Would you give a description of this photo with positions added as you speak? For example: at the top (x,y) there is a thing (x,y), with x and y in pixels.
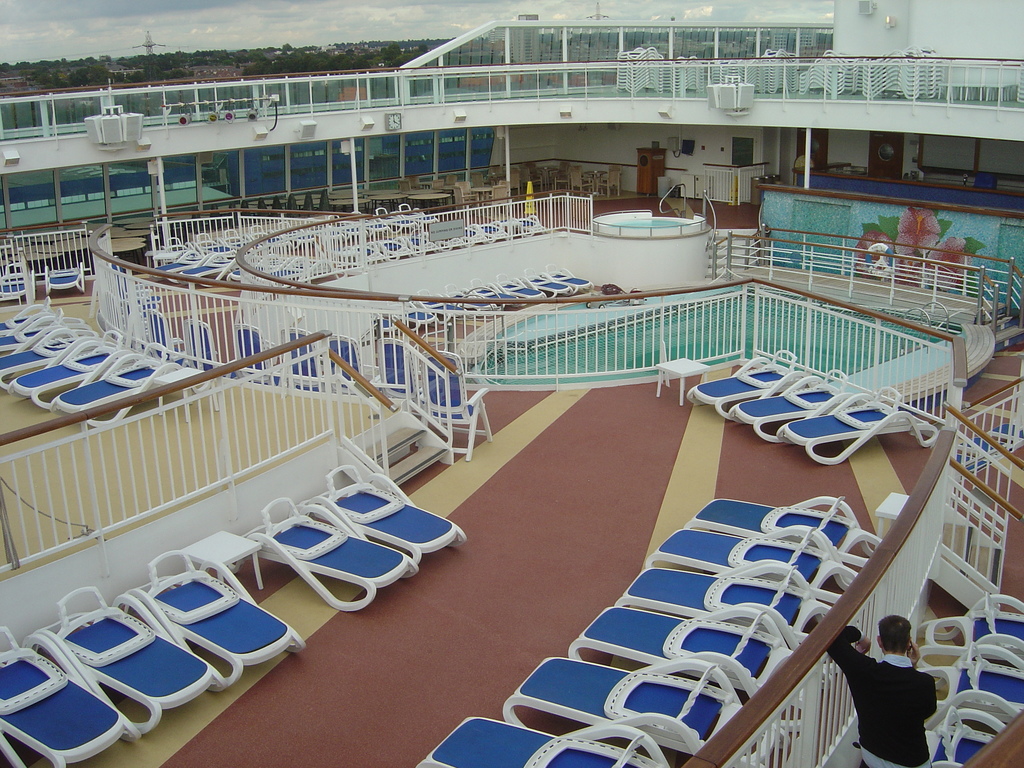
In the image we can see there are resting chairs (39,694) kept on the ground (734,433) near the swimming pool (700,341) and behind there are buildings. The image is little blurry and there is a person (883,708) standing.
